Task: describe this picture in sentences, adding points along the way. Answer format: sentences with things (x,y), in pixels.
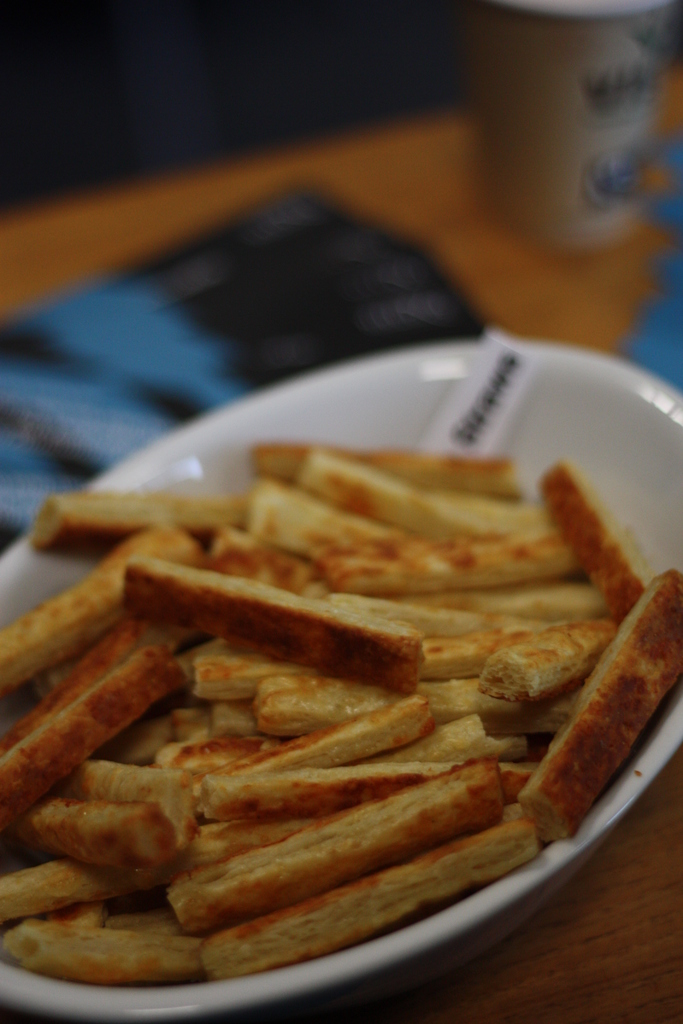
In this image there is a food item (402,605) kept in a white color bowl (576,421) in middle of this image (438,389).
